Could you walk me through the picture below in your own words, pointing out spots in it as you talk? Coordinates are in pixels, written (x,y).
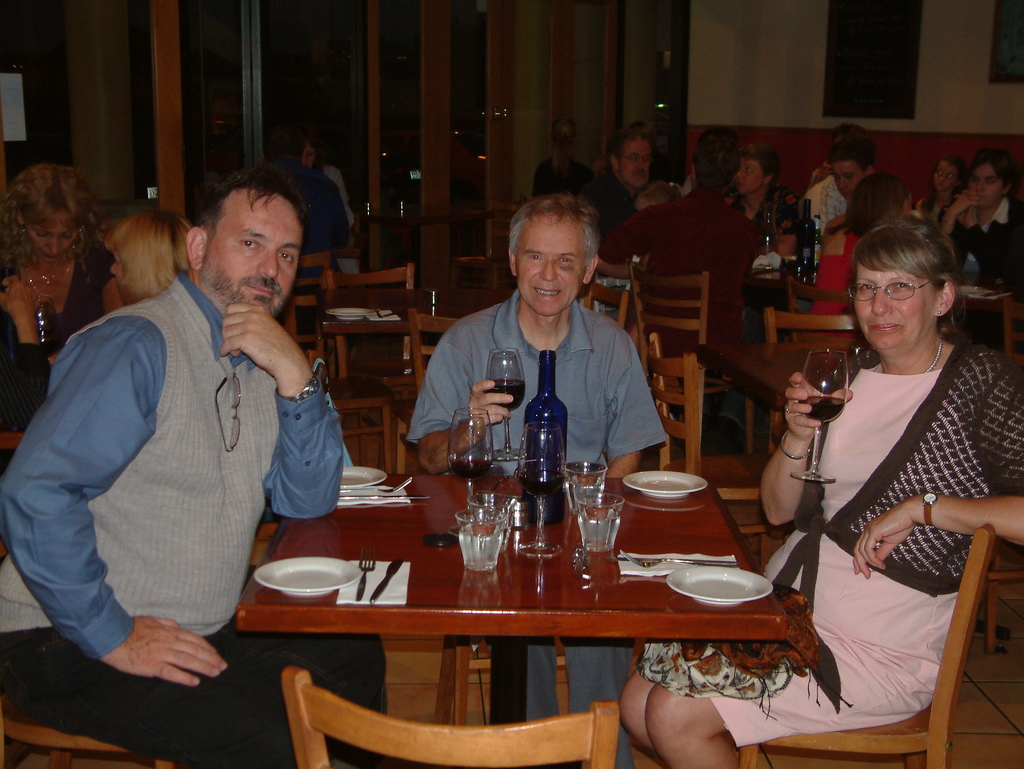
In this picture we can see two men (492,330) and one woman (922,380) sitting on chair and two holding glasses (518,385) with drinks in it with their hands (480,401) and in front (357,592) on table (357,542) we have plate (343,584), fork (365,577), knife (401,568), tissue paper (401,568), glasses (548,468), bottle (536,398) and in background (568,165) we can see some more persons (28,223), wall (738,66), frame (851,58), window (462,60).
